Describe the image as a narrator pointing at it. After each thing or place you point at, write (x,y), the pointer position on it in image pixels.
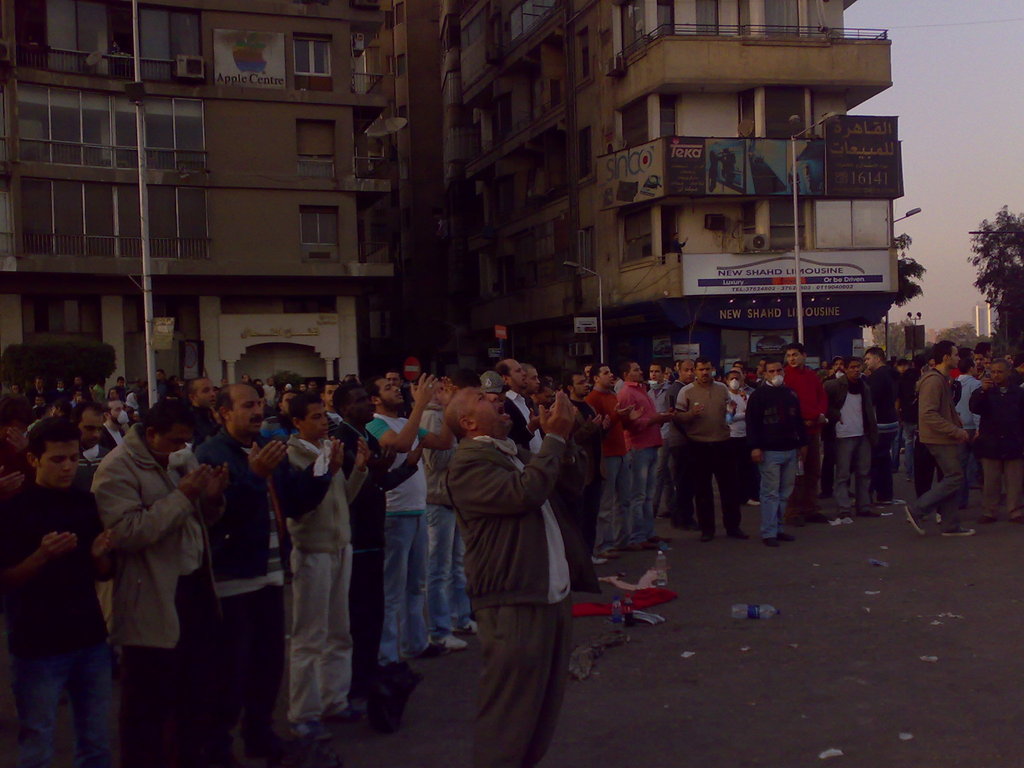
In this picture we can see a group of people (84,623) standing on the road (790,594), bottles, poles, banners (748,322), buildings (582,276) with windows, trees (1012,228) and in the background (912,225) we can see the sky (917,112).
